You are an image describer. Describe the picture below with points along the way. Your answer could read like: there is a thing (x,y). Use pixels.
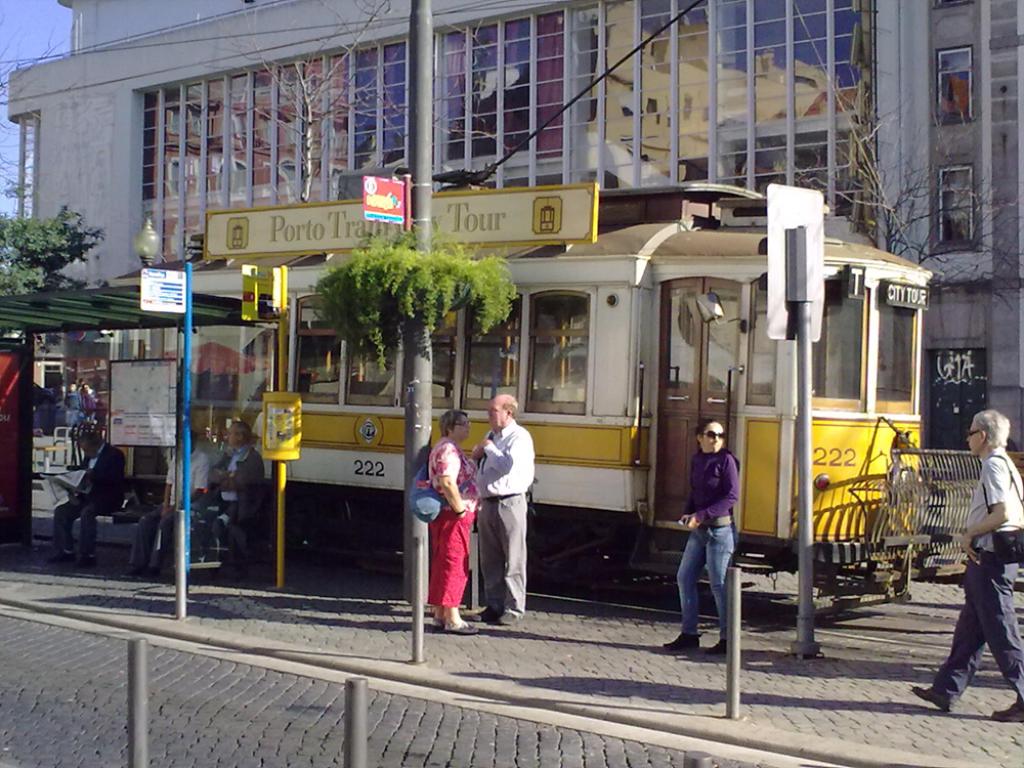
This is an outside view. Here I can see few people (511,478) are standing on the road (684,657). On the right side (985,591) there is a person (988,557) wearing a bag (1009,552) and walking. On the left side (109,328) there is a shed (96,340) and few people (98,490) are sitting on a bench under this shed (78,324). In the middle of the image (520,391) there is a vehicle (524,335). Here I can see few poles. In the background (189,96) there is a building (567,53) and few trees (17,234).
